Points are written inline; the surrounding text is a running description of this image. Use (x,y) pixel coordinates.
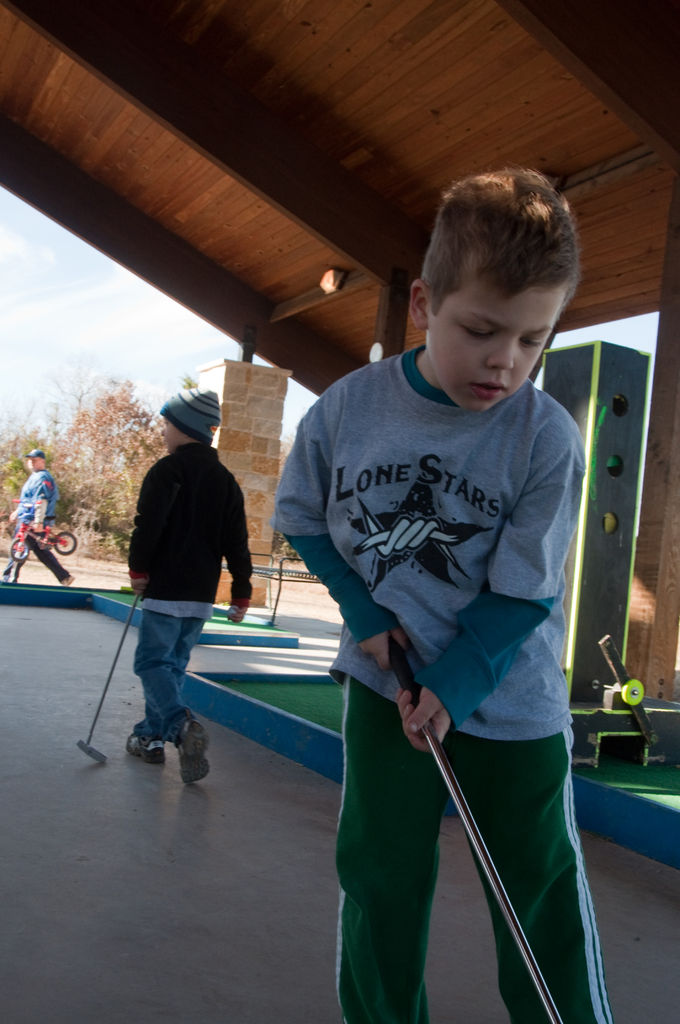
In this picture we can observe two boys (365,513) standing, holding golf clubs (396,662) in their hands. In the background (50,552) there is a person (14,518) walking, holding a small bicycle (40,545) in his hand (34,523). We can observe a pillar (222,422). In the background (215,360) there are trees (133,438) and a sky (99,320).
